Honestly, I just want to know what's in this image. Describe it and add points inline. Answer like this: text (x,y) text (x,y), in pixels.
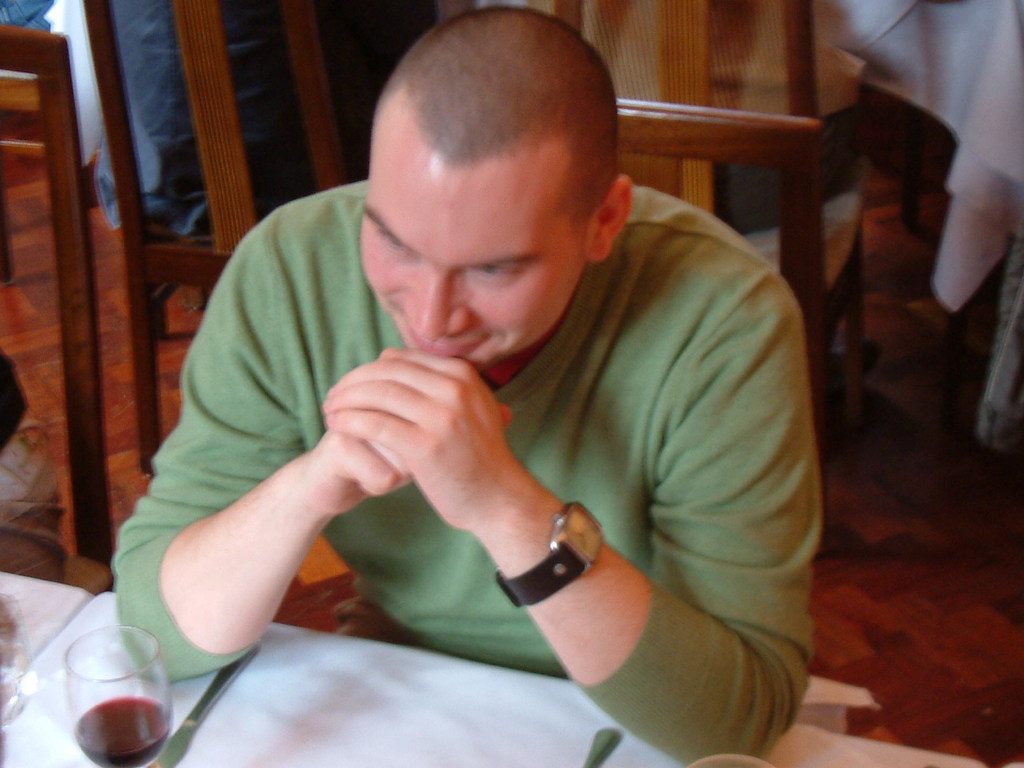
This picture shows a man (728,367) seated on the chair (779,166) and we see a wine glass (167,709) on the table (542,735).
